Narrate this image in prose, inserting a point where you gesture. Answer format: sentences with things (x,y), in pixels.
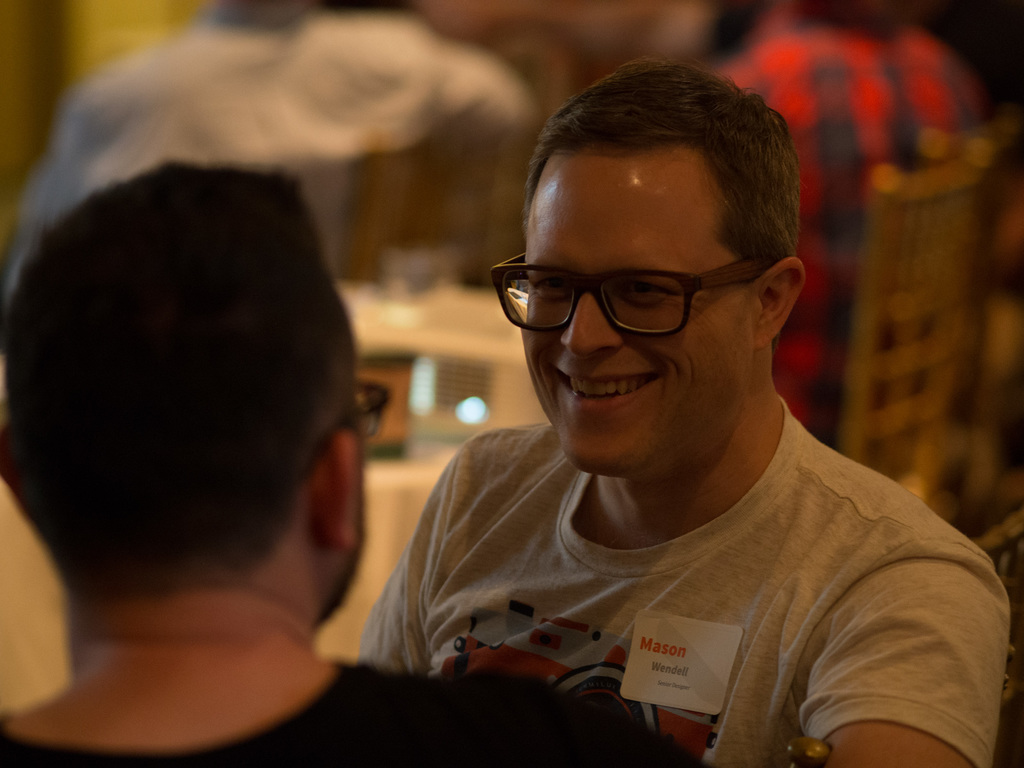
In this image I can see two persons (637,677), the person (890,526) in front (867,541) wearing white color shirt (880,532), and the other person (408,687) is wearing black color shirt (398,698). Background (875,110) I can see few other people (872,97) sitting.
